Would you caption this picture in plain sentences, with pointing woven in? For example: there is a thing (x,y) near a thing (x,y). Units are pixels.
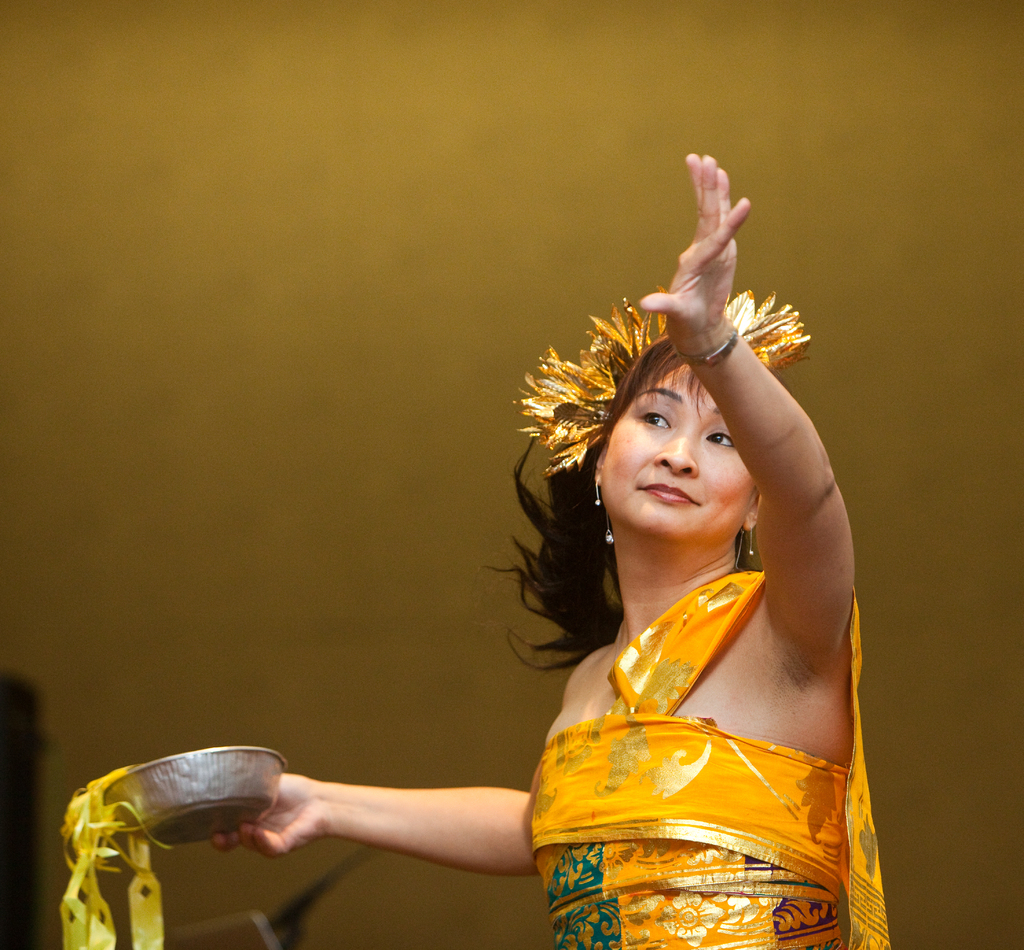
In this picture we can see a woman (655,694) holding a bowl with her hand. In the background (123,596) there is a wall (556,177).
